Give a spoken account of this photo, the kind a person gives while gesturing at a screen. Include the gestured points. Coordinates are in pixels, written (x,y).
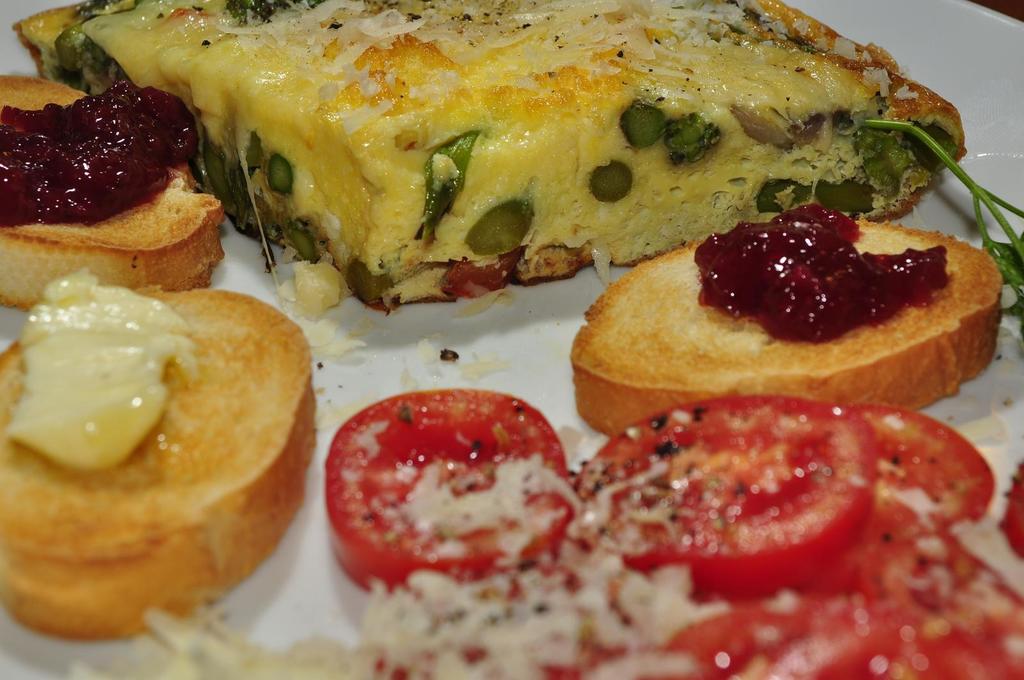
In this image there are some food items (293,288) kept in a white color bowl (949,76) as we can see in middle of this image (359,358).
